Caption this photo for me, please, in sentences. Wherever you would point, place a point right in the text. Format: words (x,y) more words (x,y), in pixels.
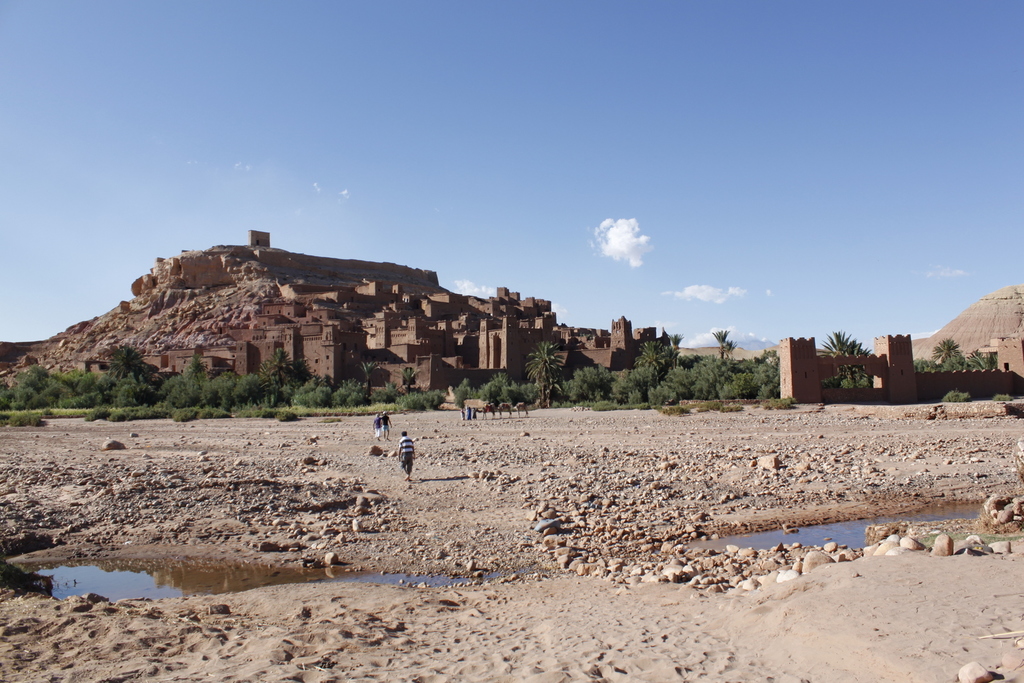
This picture consists of fort (409,343), in front of fort (346,372) there are some trees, land (188,597), on the ground (554,619) I can see water (164,588), some peoples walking in front of fort (318,339) at the top (481,127) there is the sky (550,148).
